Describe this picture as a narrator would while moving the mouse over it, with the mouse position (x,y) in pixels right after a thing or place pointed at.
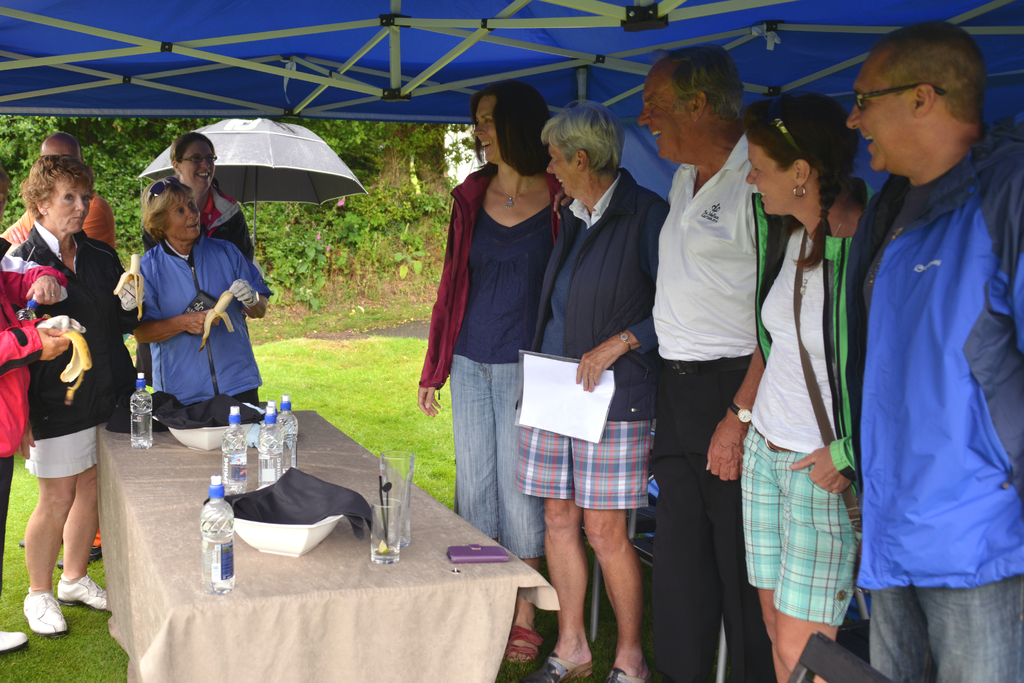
This image is taken in outdoors. In the right side of the image (920,463) five people (944,300) are standing, two men (724,116) and three women (767,234). In the middle of the image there is a table (148,496) with tablecloth (130,644) on it and there are few things (279,491) on it. In the left side of the image (201,375) few people (208,280) are standing and eating a banana (134,289). In the background (450,132) there are few trees (158,141) and plants (327,270) and a woman (215,160) is standing and holding an umbrella (253,143). At the top of the image (746,58) there is a roof (158,33). In the bottom of the image (70,661) there is a grass (71,663).
